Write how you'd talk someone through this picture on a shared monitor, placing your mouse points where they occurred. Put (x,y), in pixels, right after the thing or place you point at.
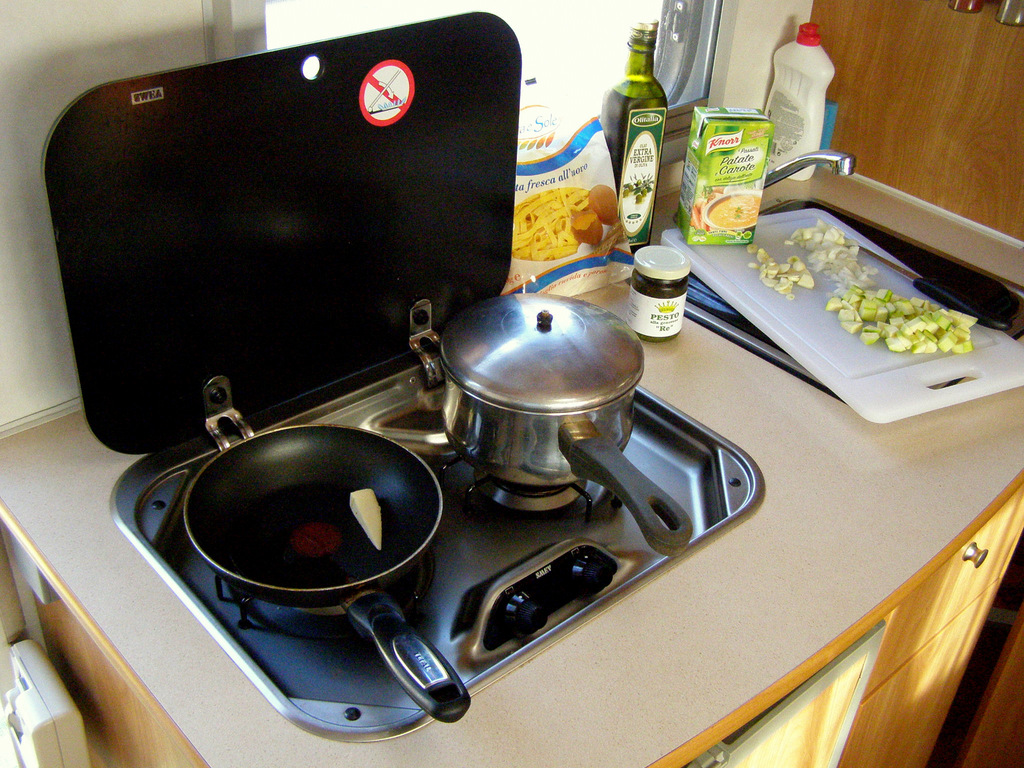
In this image, we can see the stove (565,623) cupboards (1004,549), bottles (644,150), sink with tap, container (660,316), packet (555,226), box (706,148), some objects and chopping board (867,360) with edible things (867,336) and knife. In the background (282,39), there is a window (270,44) and wall (173,34). On the stove (132,160), we can see a cooking pan (360,614) with food (374,509) and a cooking pot (559,437) with a lid (574,387).
